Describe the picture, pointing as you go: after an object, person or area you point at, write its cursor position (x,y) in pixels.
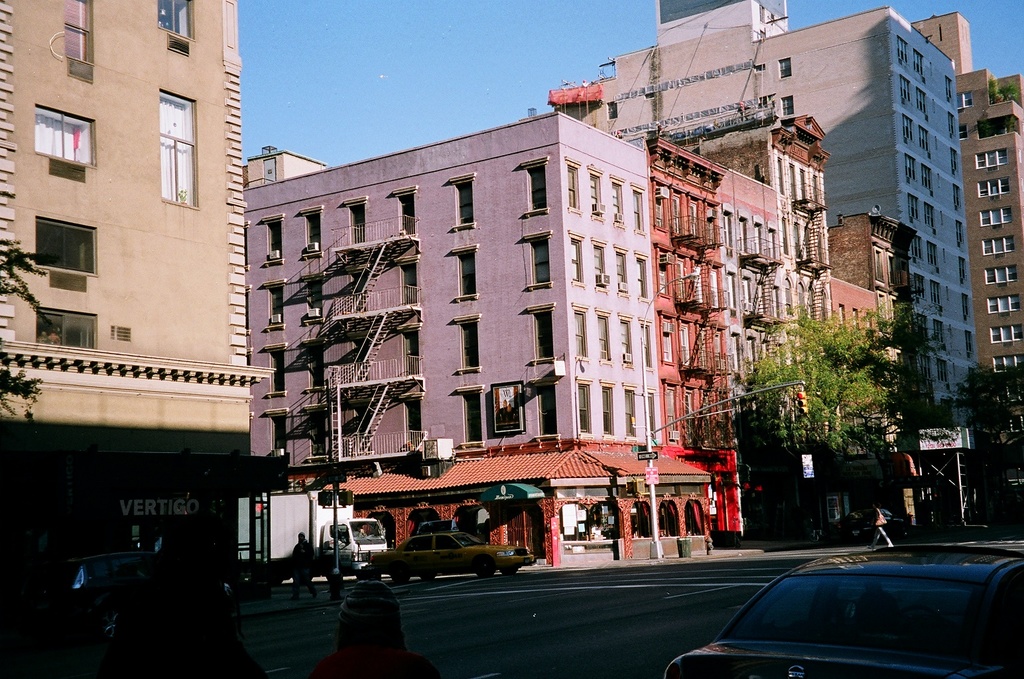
In this image, we can see few buildings (528,336) with windows (578,400). Here we can see stairs (368,313), trees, walls (508,442), boards (957,448), pillars (963,502). At the bottom (616,611), there is a road (659,655), few vehicles (378,539) we can see. Here we can see few people (344,635). Right side of the image (871,546), we can see a person (886,540) is walking on the road (843,547). Top of the image (503,52), there is a sky (406,142).
